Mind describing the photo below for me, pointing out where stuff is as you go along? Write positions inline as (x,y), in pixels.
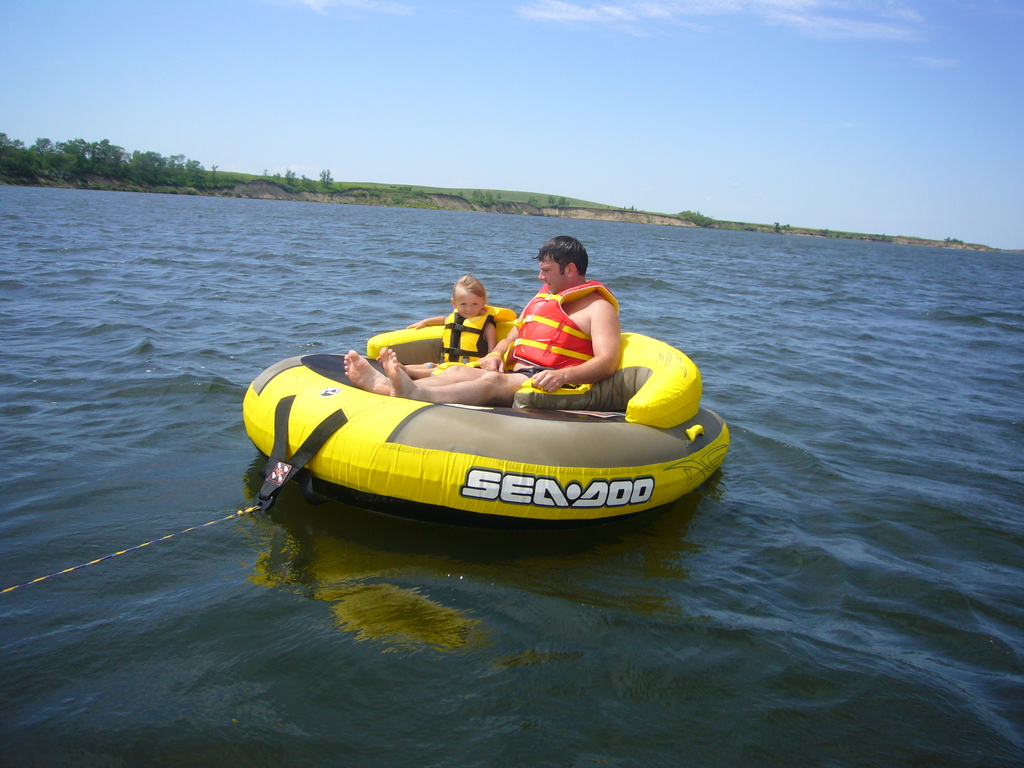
In this image I can see two persons (581,377) sitting in a tube (387,403) and the tube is on the water (888,376), and the tube (407,407) is in yellow color. The persons (487,383) are wearing orange and yellow color jacket (584,358), background (344,101) I can see trees (103,148) in green color and the sky (550,117) is in blue and white color.
